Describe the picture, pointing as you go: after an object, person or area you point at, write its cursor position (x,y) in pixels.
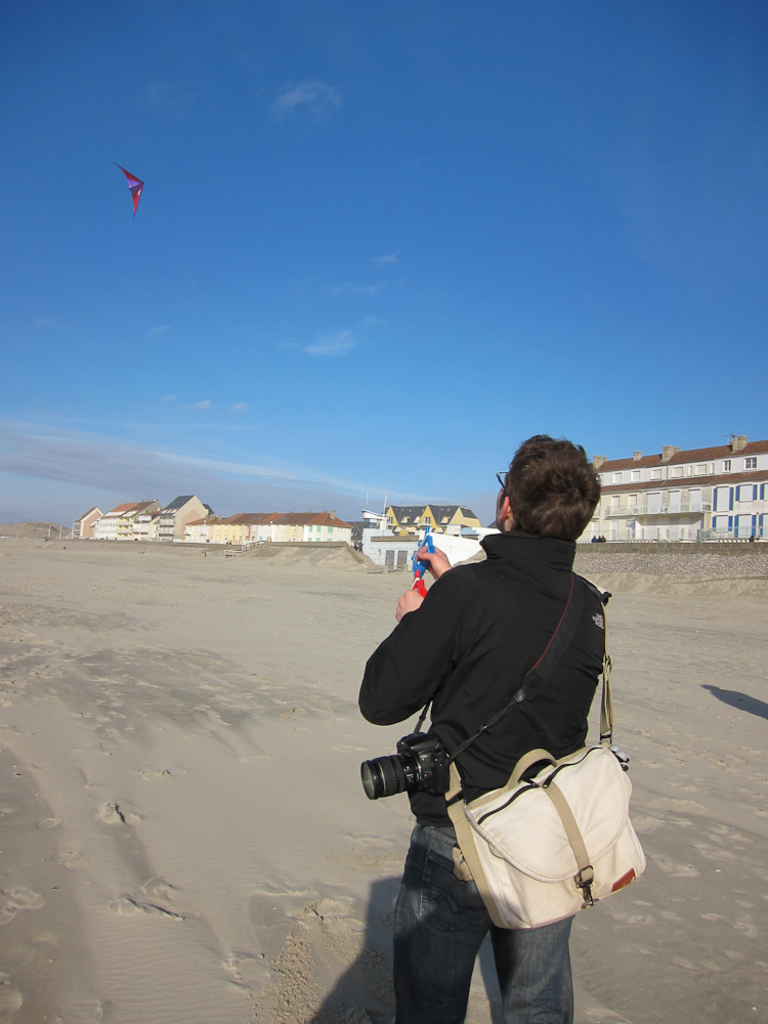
In this picture we can see a man (405,712) carrying a bag (513,799), camera (407,782) and holding an object (411,586) with his hands (421,559) and standing on the ground (134,569) and in front of him we can see a kite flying in the air (138,243), buildings (183,501) and in the background (454,98) we can see the sky (318,406).
